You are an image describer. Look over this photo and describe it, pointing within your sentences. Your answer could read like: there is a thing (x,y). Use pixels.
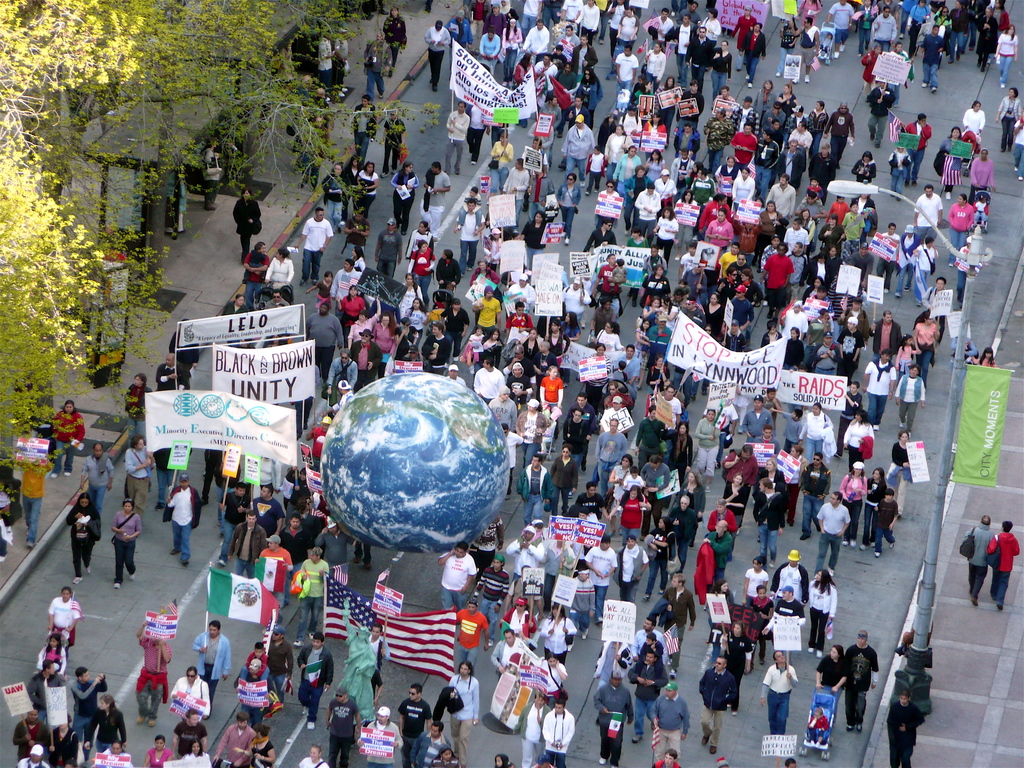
This picture is clicked outside. In the center (370,451) we can see the group of persons (710,60) holding some banners (574,357) and some persons (372,363) are holding a globe (435,466) and seems to be walking on the ground (844,588). In the background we can see the trees (16,53), shed (193,112) and a pole (957,417).
